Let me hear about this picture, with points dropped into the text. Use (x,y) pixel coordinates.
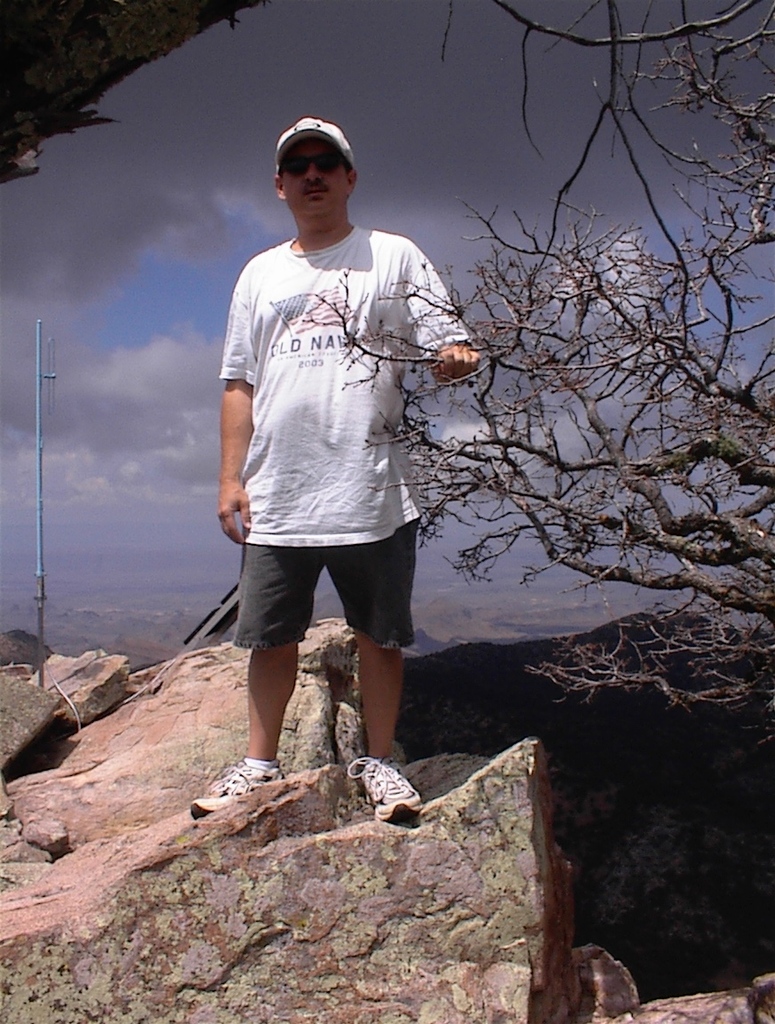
In this image we can see a man (337,524) is standing on the mountain (244,748), he is wearing white t-shirt (322,415) with shorts (371,571) and white cap (332,135). Right side of the image (590,466) tree (639,368) is present. Background of the image (131,527) the sky (138,313) is full with clouds (128,402) and one blue color pole (38,480) is present.
